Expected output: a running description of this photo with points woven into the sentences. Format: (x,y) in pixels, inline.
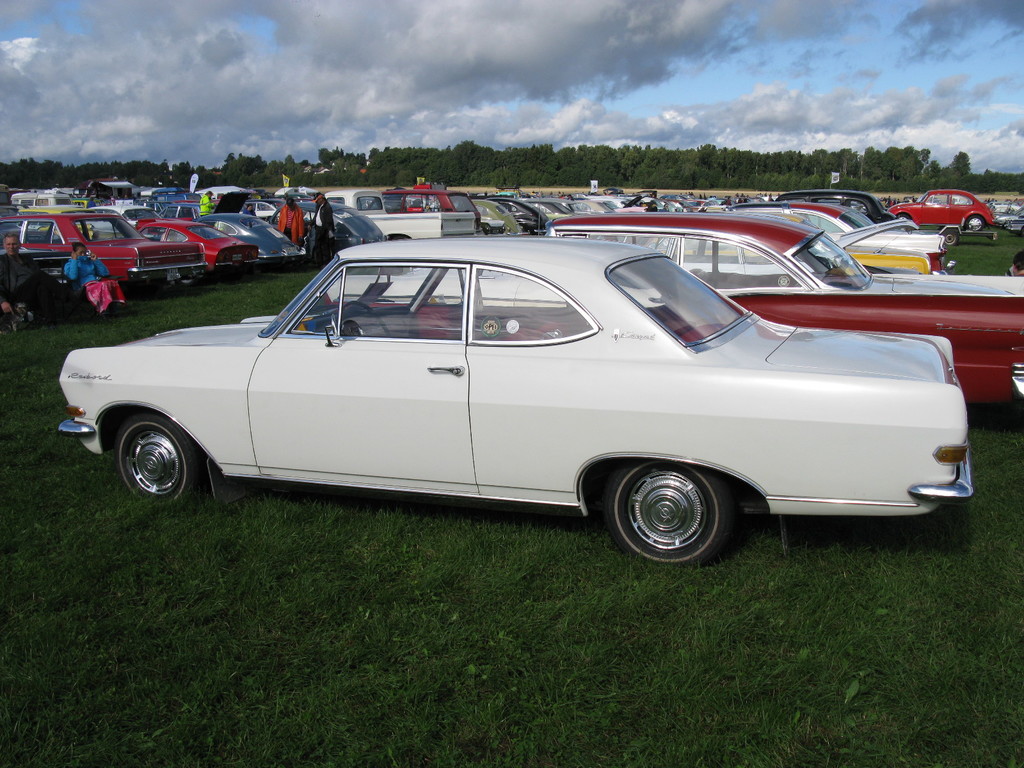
In this image we can see there are a few people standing and few people (120,297) sitting on the bench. And there are trees (504,156), board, grass (582,190) and the cloudy sky (470,86).
